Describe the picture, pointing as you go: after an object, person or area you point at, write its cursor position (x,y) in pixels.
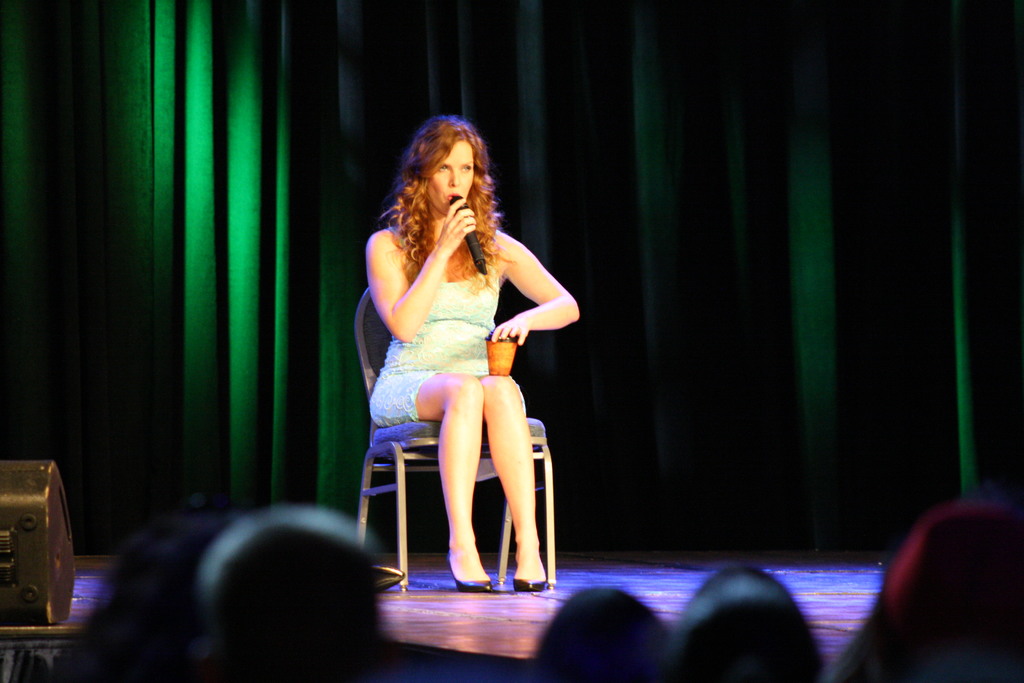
In the image in the center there is a stage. On the stage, we can see one woman (389,369) sitting on the chair (549,461) and she is holding a microphone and glass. In the bottom of the image (912,543) we can see few people (166,571). In the background (626,480) there is a curtain (27,174), light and few other objects (16,496).
